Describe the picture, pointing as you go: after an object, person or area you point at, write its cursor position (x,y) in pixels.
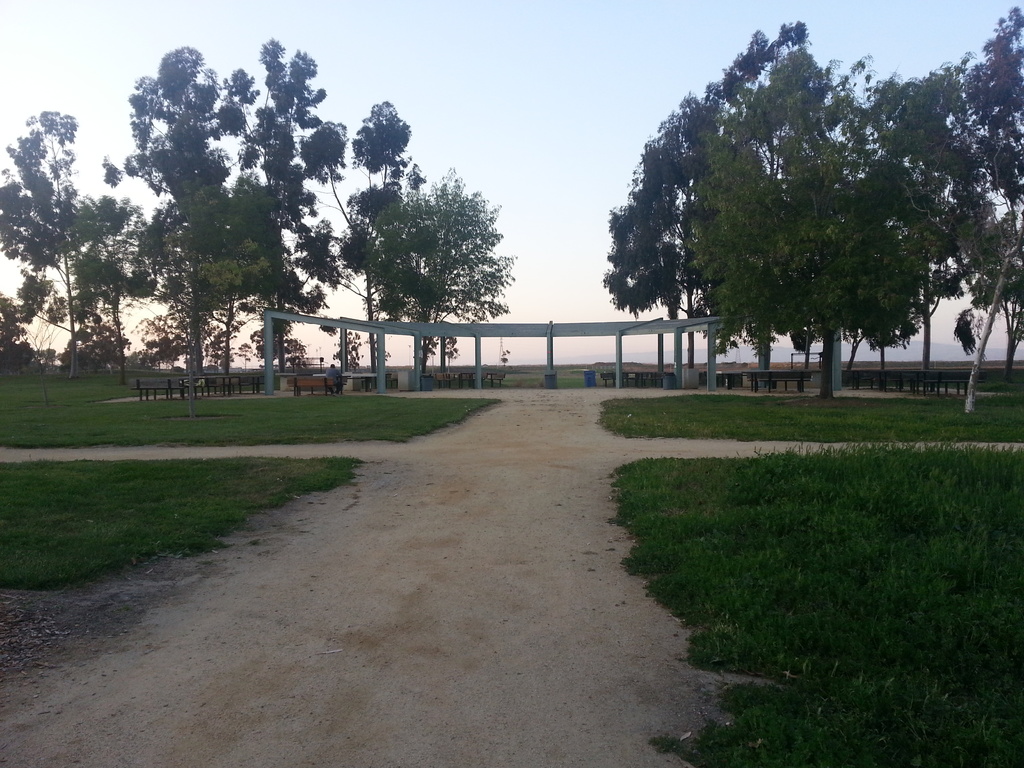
In the image we can see there are many benches (766,380) and a person (335,381) sitting on the bench (312,386). Here we can see a pole tent (381,336), grass (852,666), path (600,470), trees (281,324) and a sky (592,222).
